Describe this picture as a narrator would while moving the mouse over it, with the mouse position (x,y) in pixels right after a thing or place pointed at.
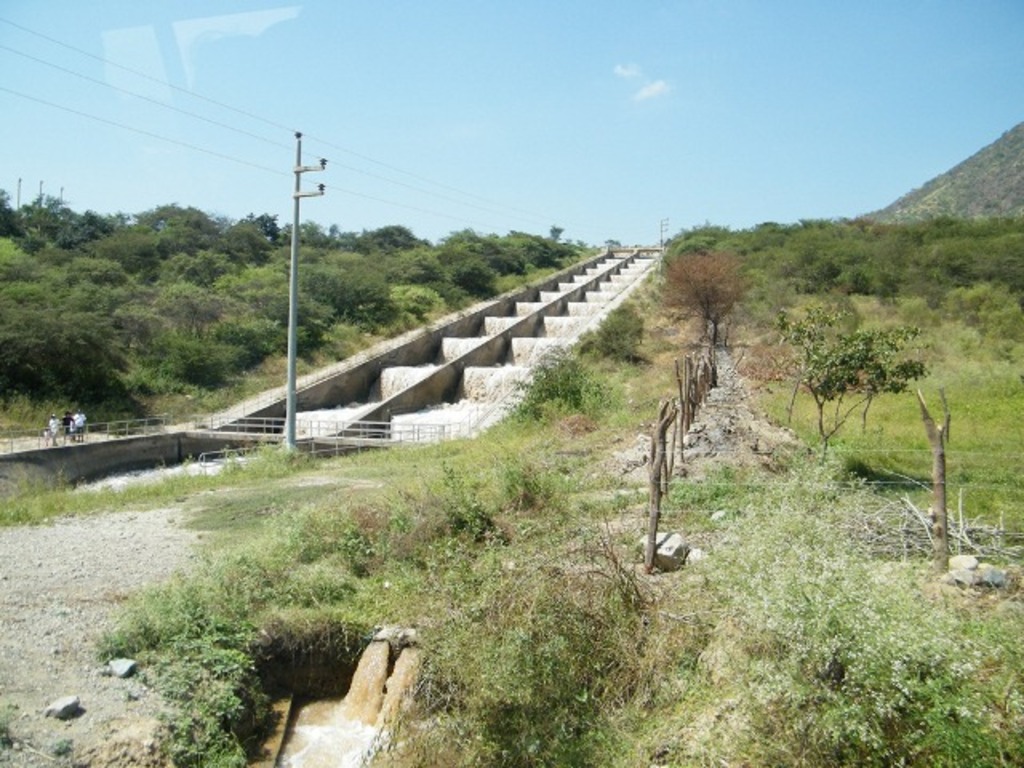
There is water fall (361,677) from the pipes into the small lake (309,737) near the grass (347,611) and plants (191,587) which are on the ground (536,587). In the background (141,411), there is water fall (555,297) on the steps (573,286), there is grass (648,359), plants (693,259) and trees (163,242) on the hill (388,337), there are persons (69,438) on the road (38,446), there is mountain (968,187) and there are clouds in the blue sky (741,129).
